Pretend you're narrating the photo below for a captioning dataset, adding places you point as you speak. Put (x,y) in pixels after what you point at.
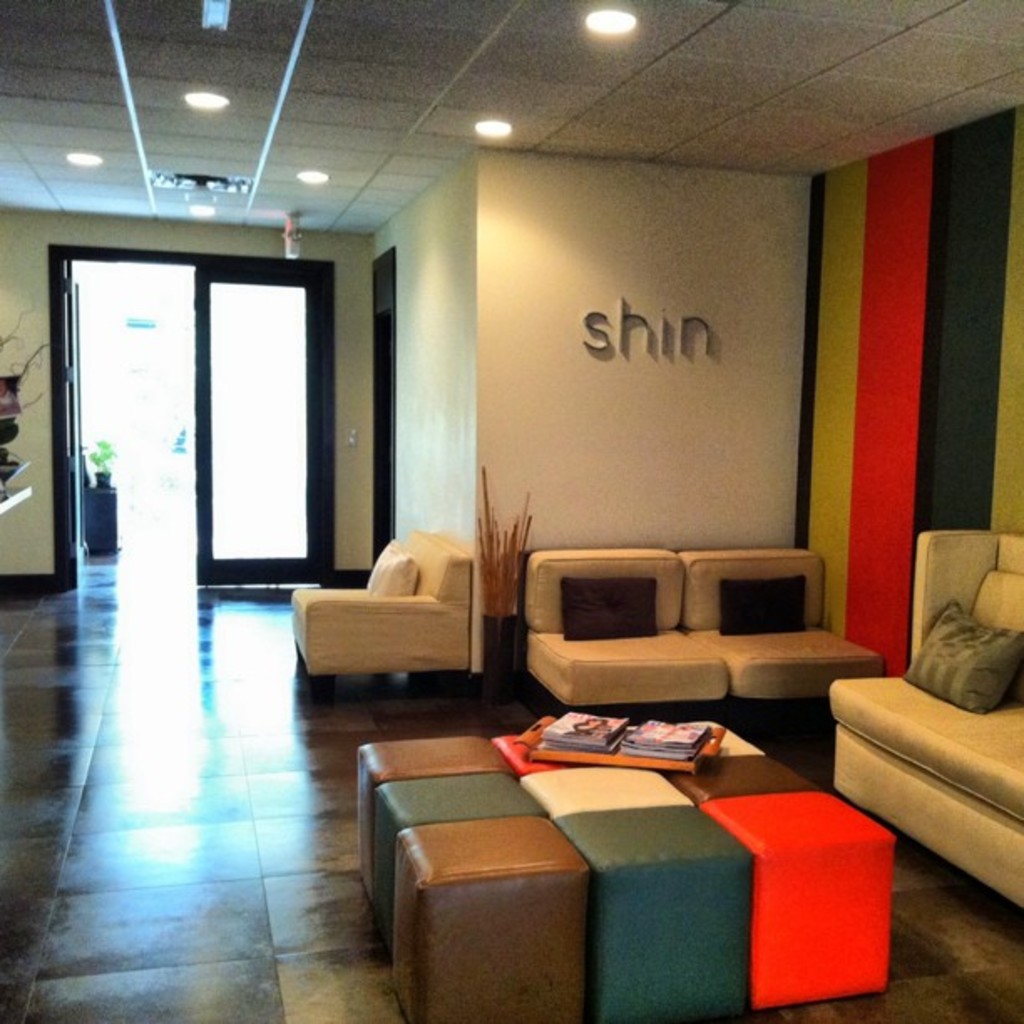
In this picture we can see a room (355,545) with sofas (376,632) pillows (963,680) and a door (261,555), wall (452,421), stools (520,848), tray (578,757) with books (568,742) in it, floor (158,767), lights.
